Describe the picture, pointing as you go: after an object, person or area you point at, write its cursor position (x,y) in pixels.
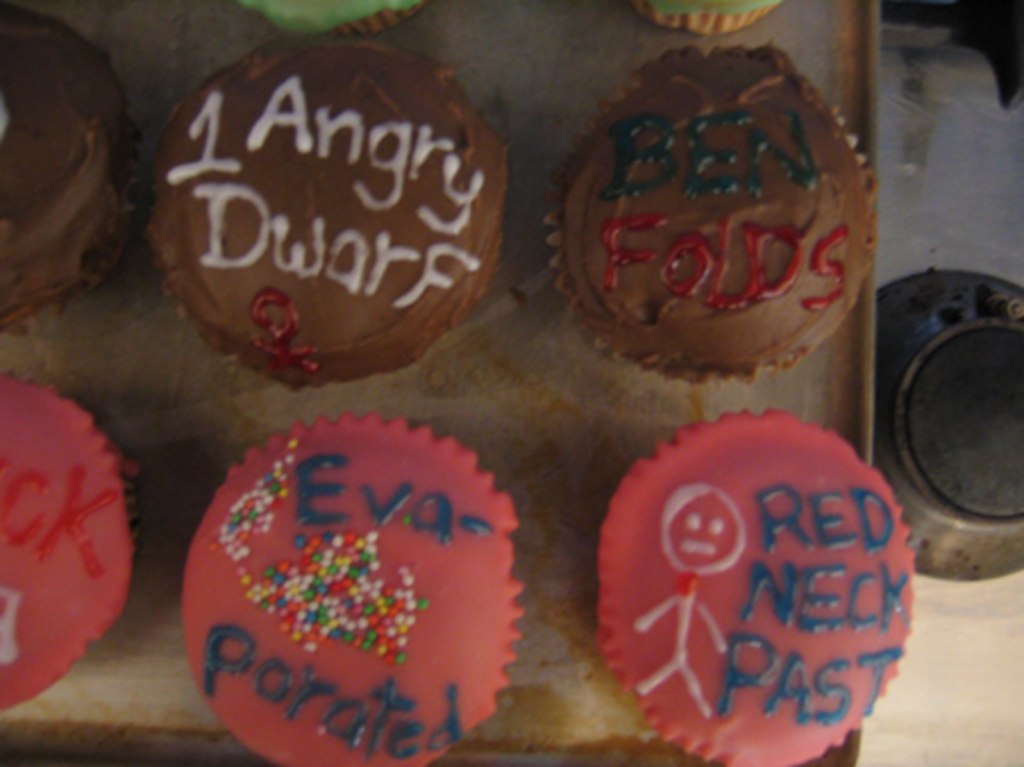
In this image I can see few cupcakes (652,555) in a tray (553,461) which is placed on a stovetop (975,715). On the right side (946,462), I can see a stove burner (962,494).
